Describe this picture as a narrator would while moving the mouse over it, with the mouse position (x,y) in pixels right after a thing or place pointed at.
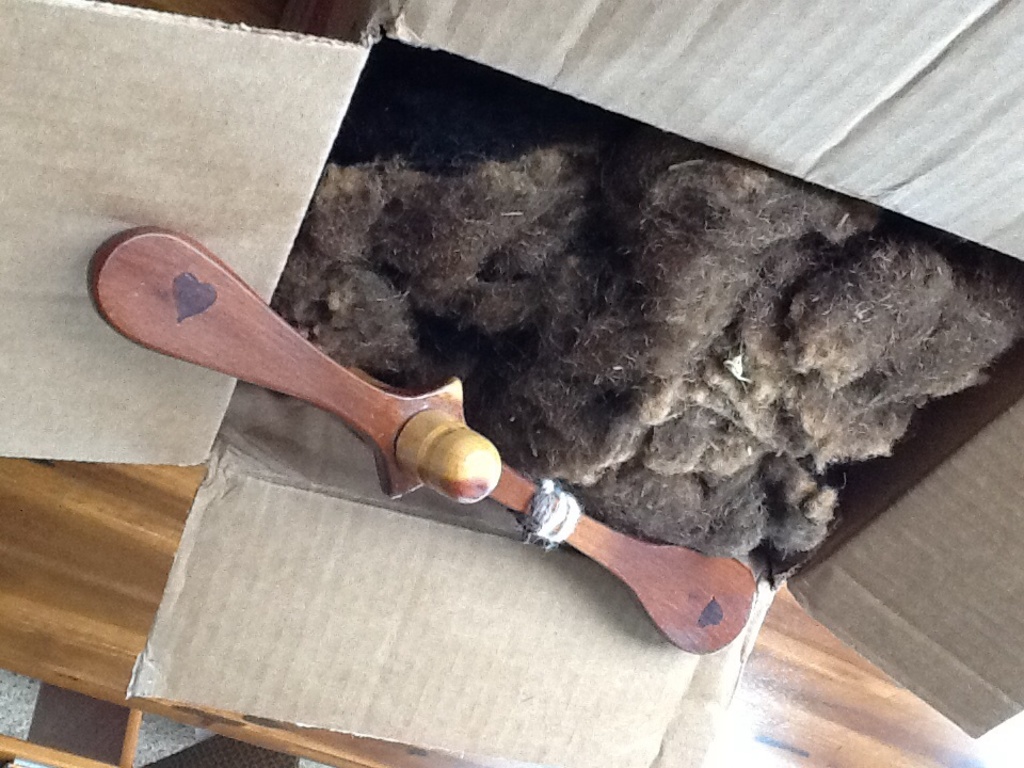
In the picture we can see a box (35,113) in it, we can see a dark brown in color cotton (852,305) and in it we can see a wooden handle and the box (226,491) is placed on the wooden plank (48,483).
